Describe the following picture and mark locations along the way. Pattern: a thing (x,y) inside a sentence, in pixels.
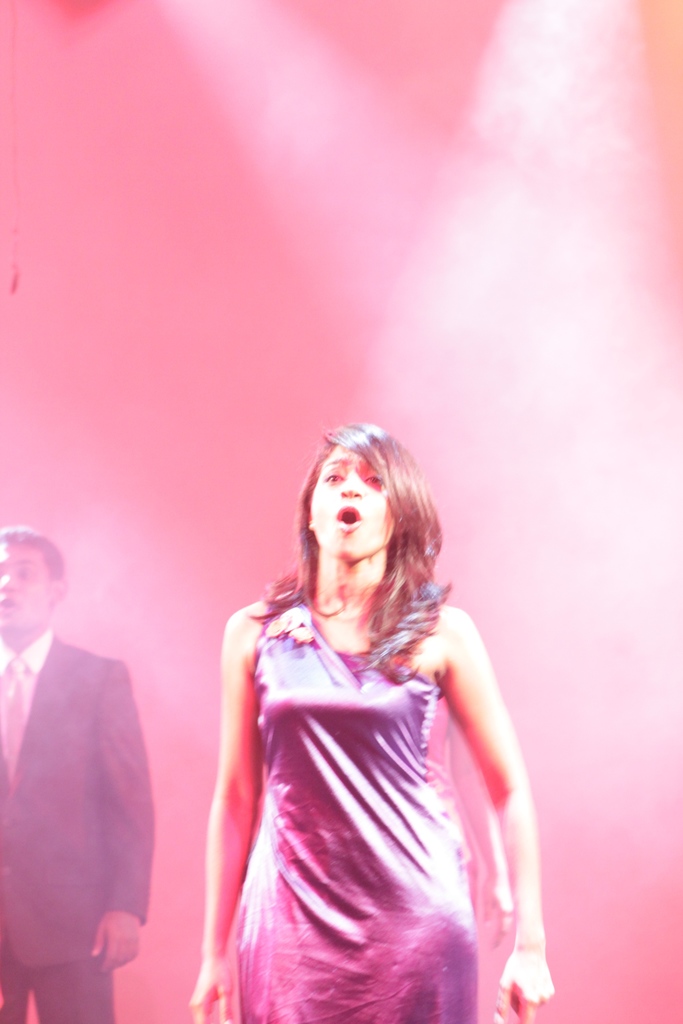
In this picture there is a girl (375,524) in the center of the image (355,499) and there is a boy (37,576) on the left side of the image (17,576).
